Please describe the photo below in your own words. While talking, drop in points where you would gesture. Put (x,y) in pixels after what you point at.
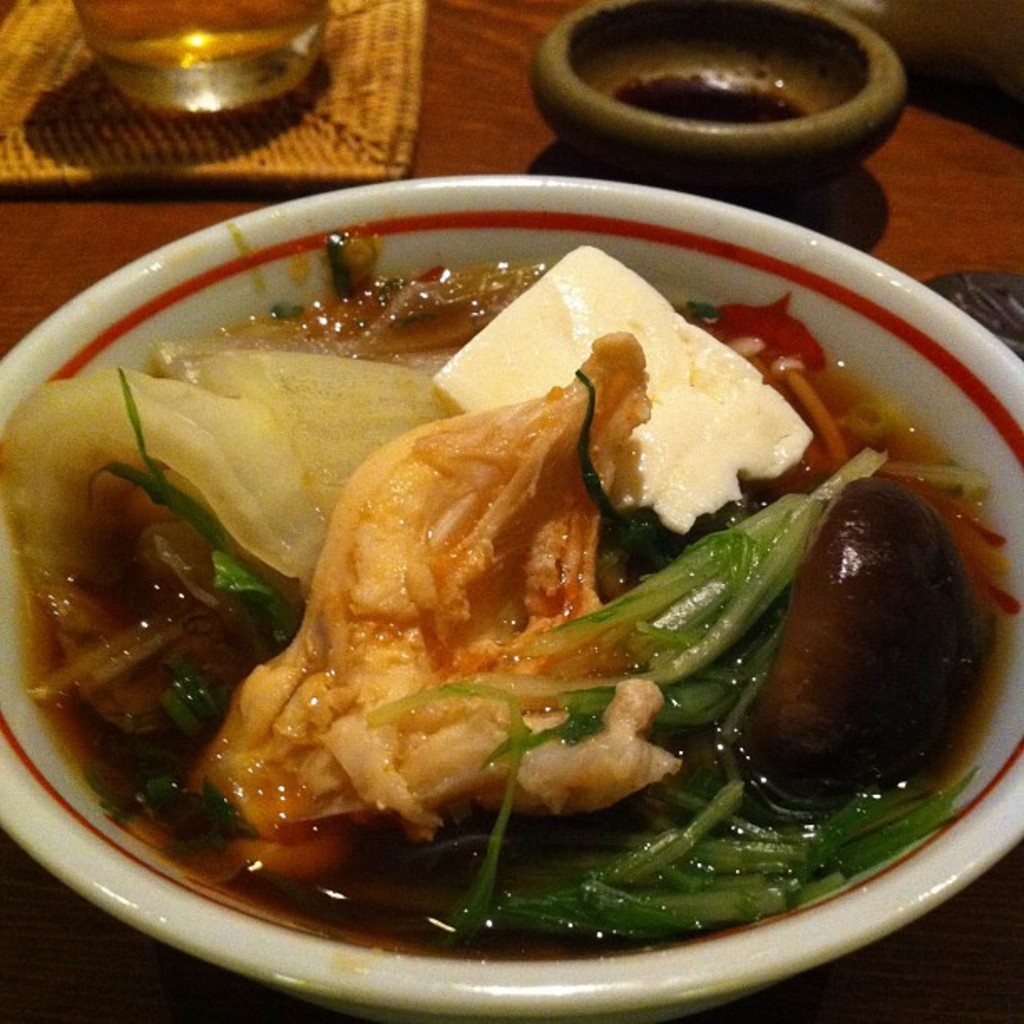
This image is taken indoor. At the bottom of the image (54,979) there is a table (907,946). In the middle of the image (400,440) there is a bowl (547,562) with a food item (515,622) in it. At the top of the image (837,117) there is a bowl (768,137) on the table (984,262). There is a table runner (301,145) and a glass (224,49) of water (204,52) on the table (496,62).
